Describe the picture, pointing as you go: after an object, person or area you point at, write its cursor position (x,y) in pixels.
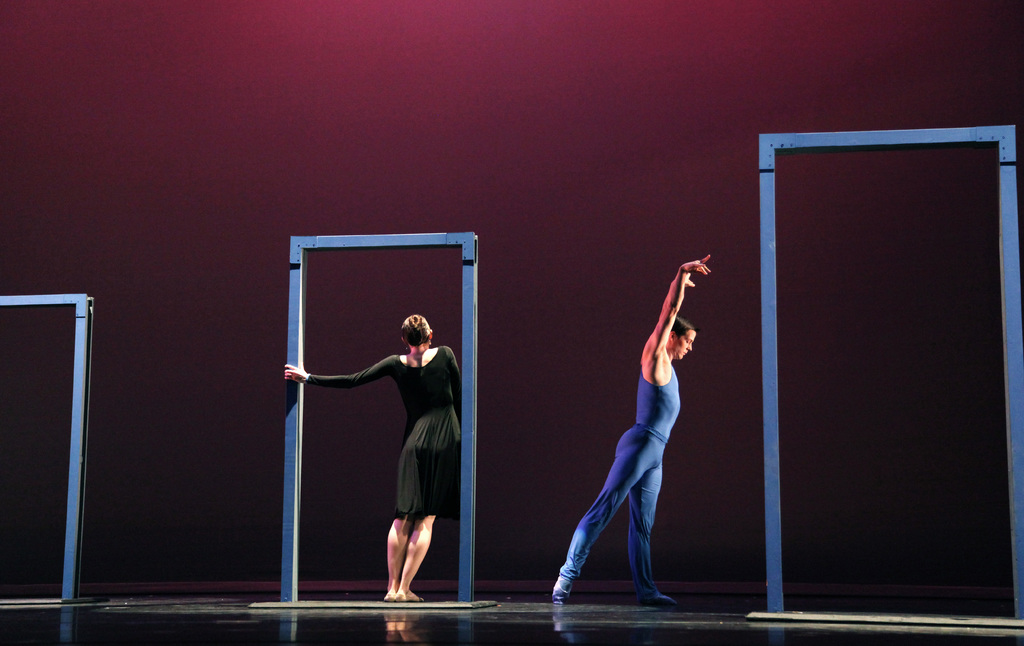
In this image we can see two people (449,508) are dancing and also we can see some other objects (464,591), in the background (586,151), we can see the wall (817,355).
